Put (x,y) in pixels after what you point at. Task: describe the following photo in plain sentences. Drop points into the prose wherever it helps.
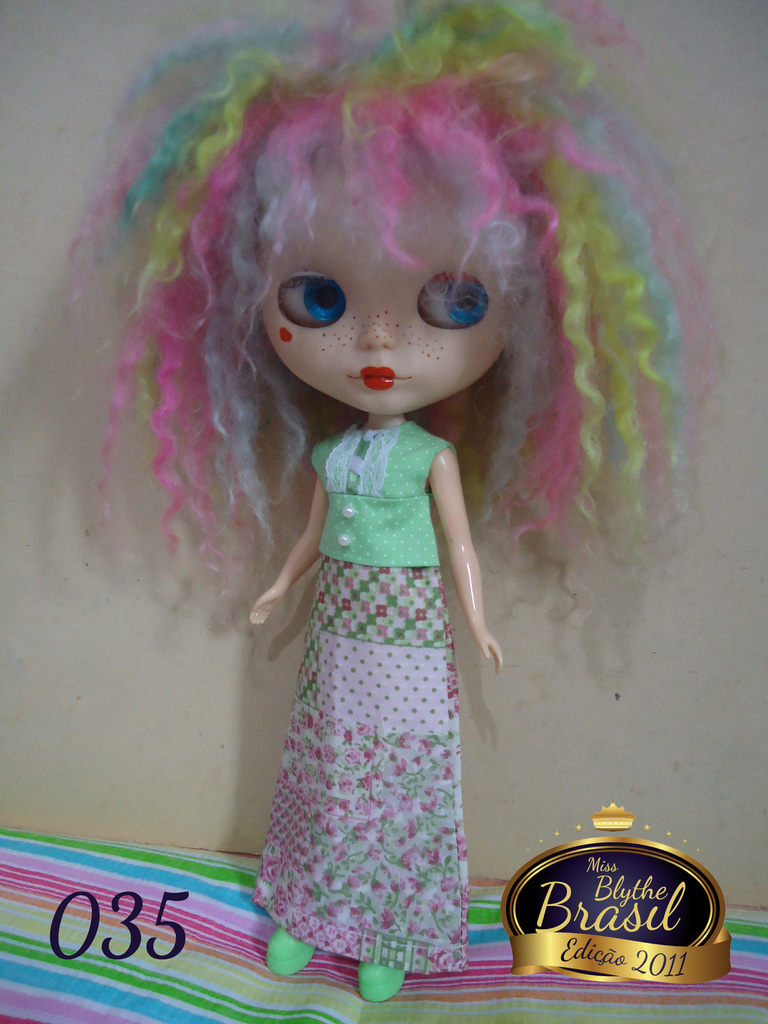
In this image we can see a doll (353,680). We can also see a wall (239,771). On the bottom of the image (159,944) we can see some numbers (180,926) and a logo (599,813).
